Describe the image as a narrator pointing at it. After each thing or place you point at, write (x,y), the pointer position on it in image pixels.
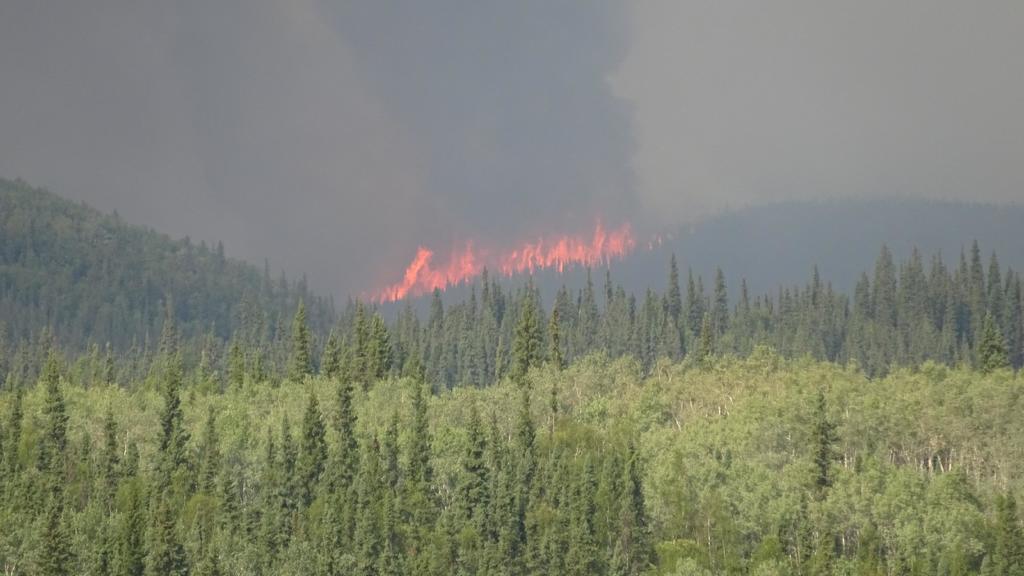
Front we can see trees (338,392). Background (411,284) there is a smoke (567,221), fire (562,256) and sky (796,97).
